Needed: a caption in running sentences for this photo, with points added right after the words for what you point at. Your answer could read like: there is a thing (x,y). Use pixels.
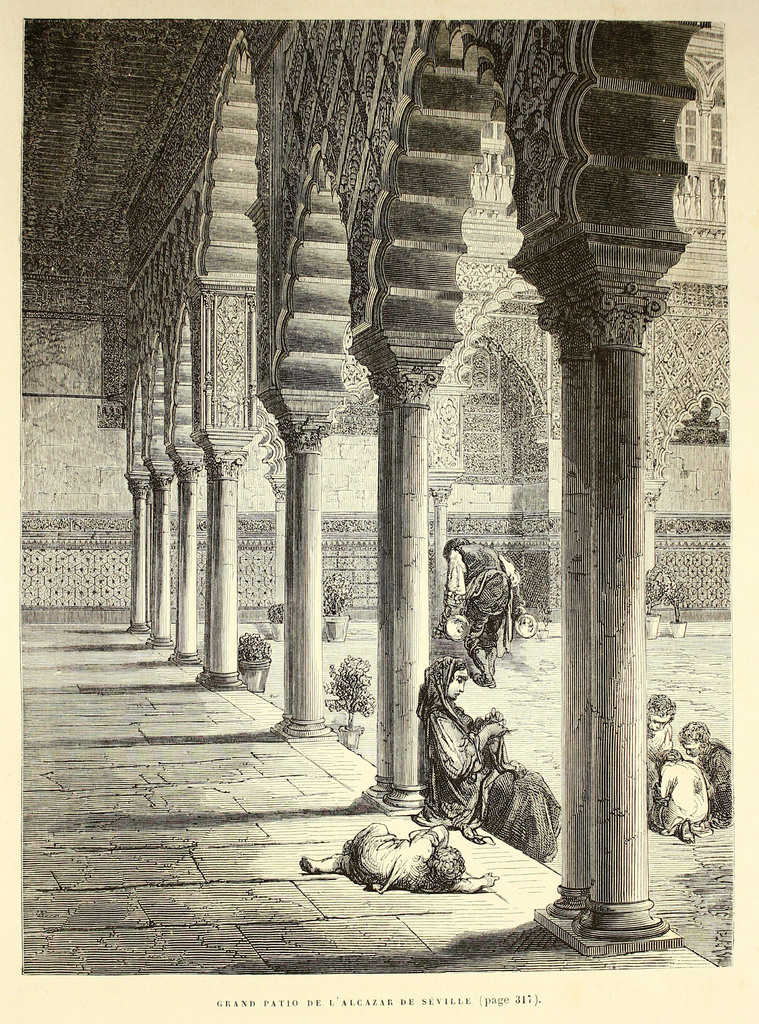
This is a sketch picture. In this picture we can see the pillars (403,544), people (427,732). Few (502,719) are sitting and a person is lying on the floor (262,857). We can see house plants (329,593). At the bottom portion of the picture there is something written. At the top (274,114) we can see arch structures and ceiling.
